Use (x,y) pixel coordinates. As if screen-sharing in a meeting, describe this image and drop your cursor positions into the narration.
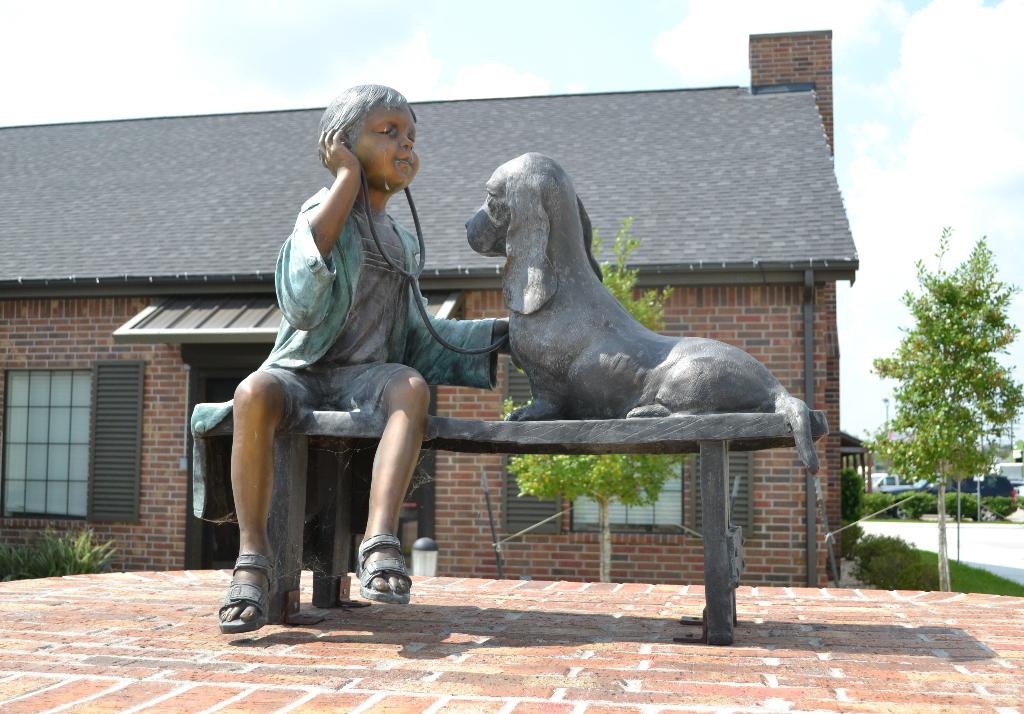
Here we can see a statue (376,220) of a boy (379,230) and dog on a bench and the boy (373,338) is checking the heartbeat of the dog (603,402) with a stethoscope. In the background (92,341) we can see a house (92,341), window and we can also see trees (944,586), vehicles (952,485) on the road (951,523) and clouds (901,302) in the sky (903,79).
